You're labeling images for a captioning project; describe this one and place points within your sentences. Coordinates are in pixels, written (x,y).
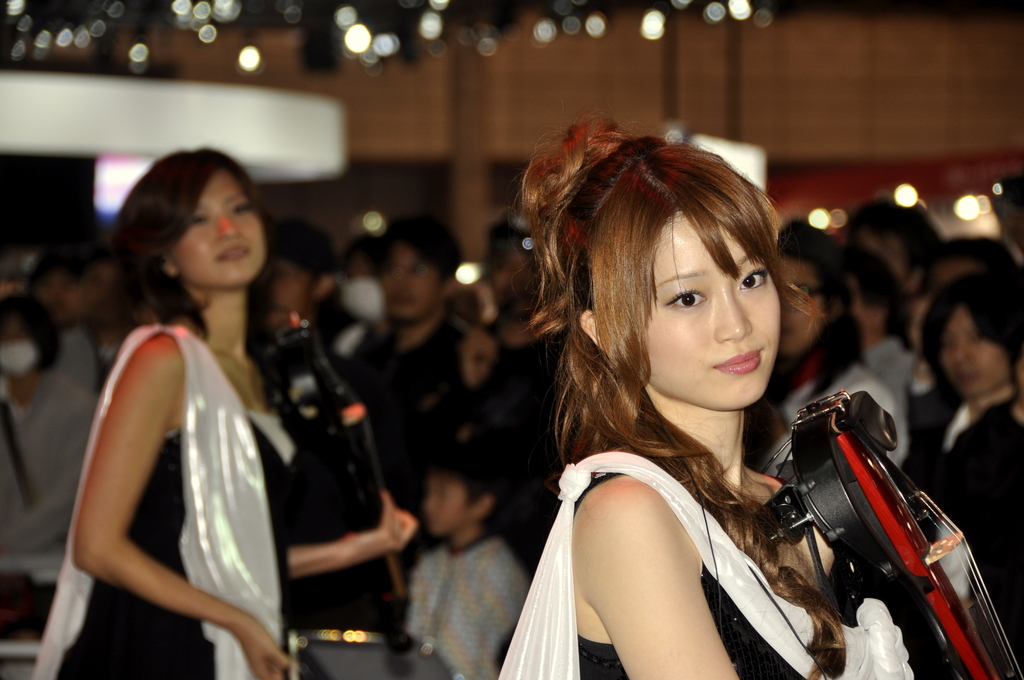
In the image we can see a woman (709,511) wearing clothes (709,572) and holding a musical instrument (821,521) in her hand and she is smiling. Behind her there are many other people (123,292) wearing clothes (274,421) and the background (303,238) is blurred.
